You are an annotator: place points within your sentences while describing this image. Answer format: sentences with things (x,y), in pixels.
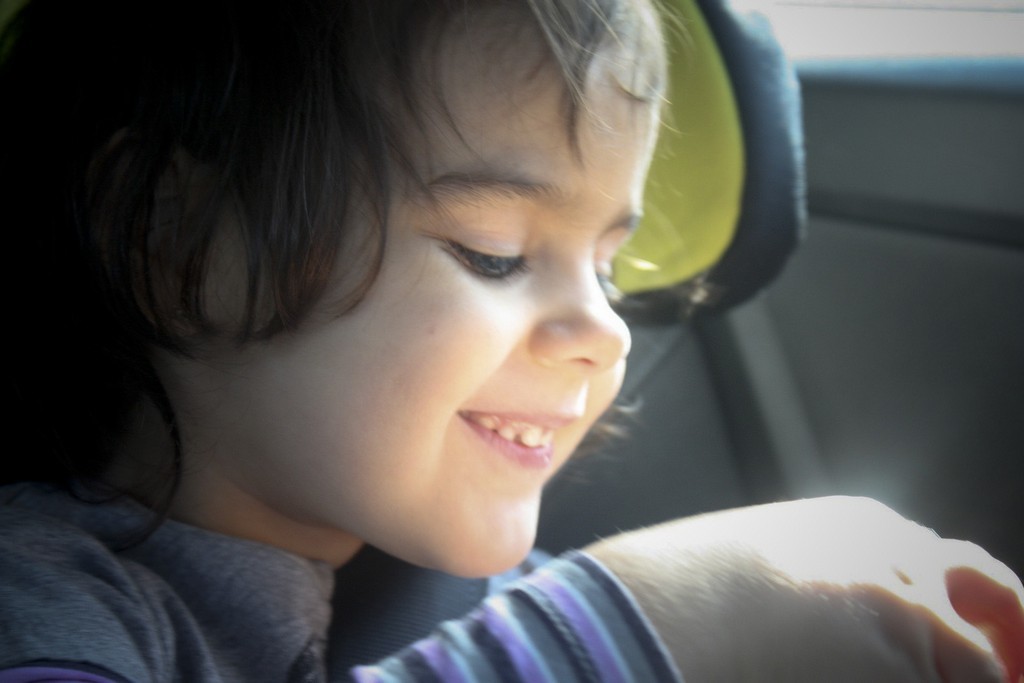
In this image we can see a kid (543,334) smiling and in the background (719,287), we can see an object (1008,168).
